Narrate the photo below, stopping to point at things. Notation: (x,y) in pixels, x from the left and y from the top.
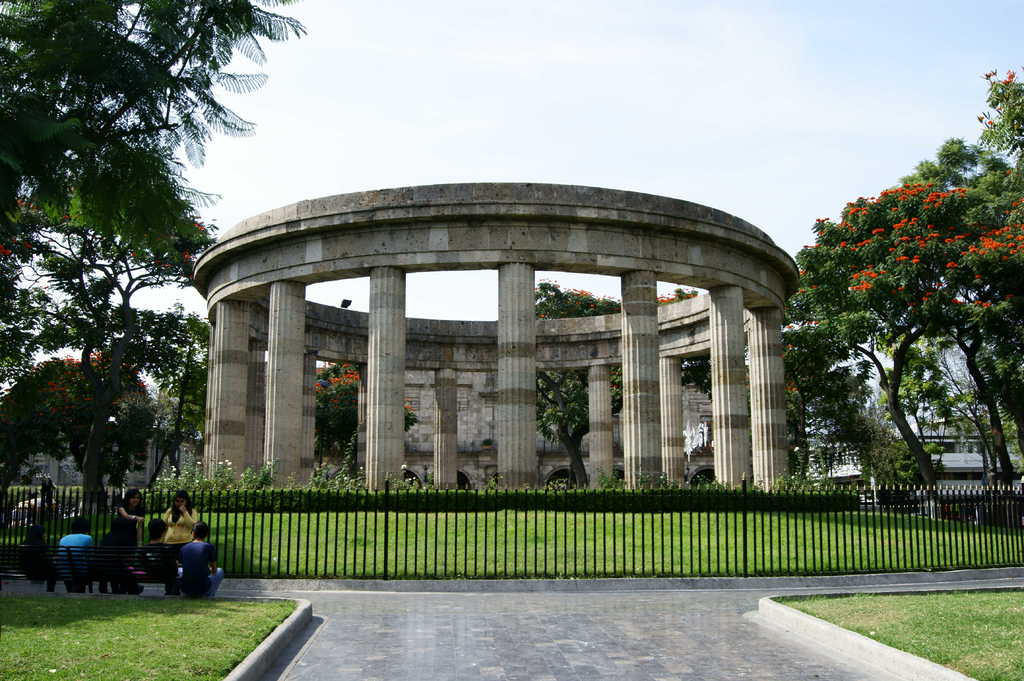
At the center of the image (609,351) there is a wall structure (573,329), around that there are plants (380,500), grass (552,568), railing (47,488) and trees (134,329), there are a few people (141,542) sitting on the bench (141,557) and few (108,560) are standing. In the background (570,103) there is the sky (629,108).
